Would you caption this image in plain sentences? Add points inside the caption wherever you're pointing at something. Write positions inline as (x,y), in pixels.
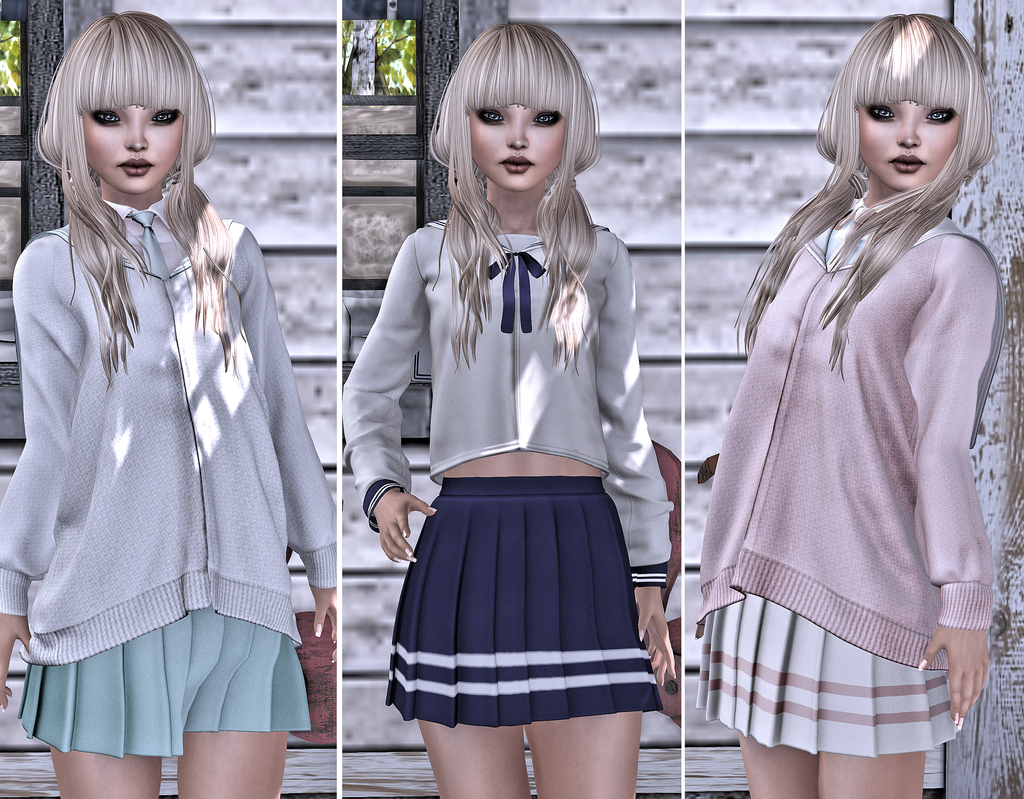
In this picture we can see three collage photos (647,330) and edited images (815,382) of the three dolls (521,279). Behind there is a wooden panel wall (694,131).
